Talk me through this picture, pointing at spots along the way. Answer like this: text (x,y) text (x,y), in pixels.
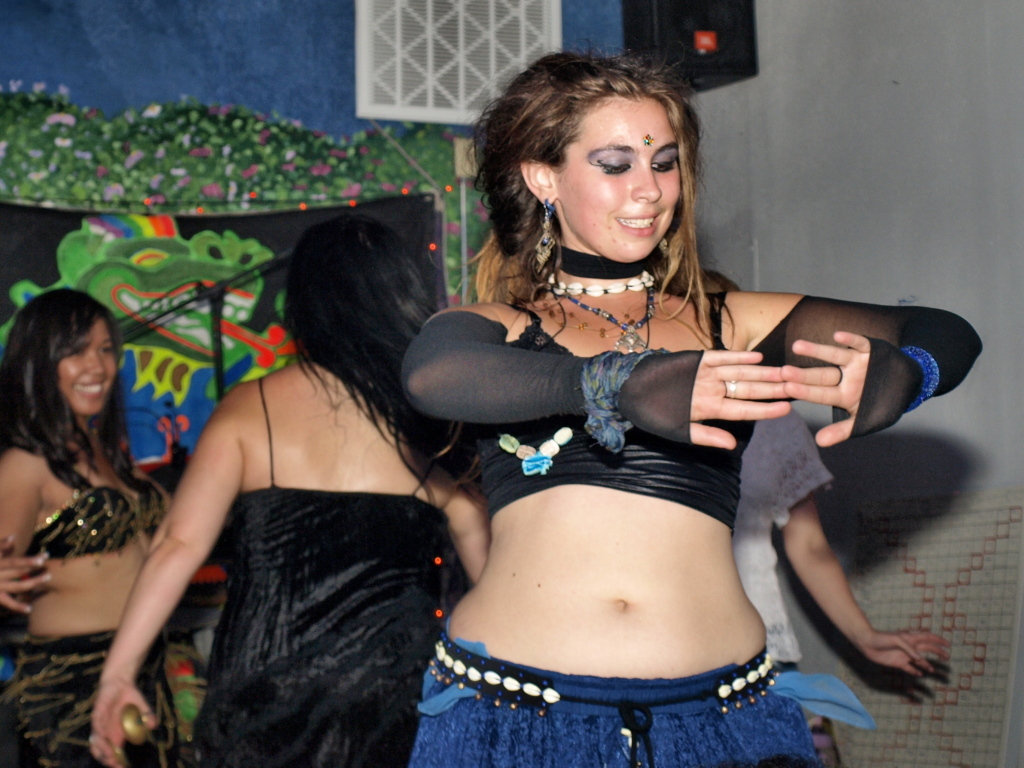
In the image there are few women (425,473) and in the background (144,227) there is a cloth (170,236), beside that there is a wall (805,235).
